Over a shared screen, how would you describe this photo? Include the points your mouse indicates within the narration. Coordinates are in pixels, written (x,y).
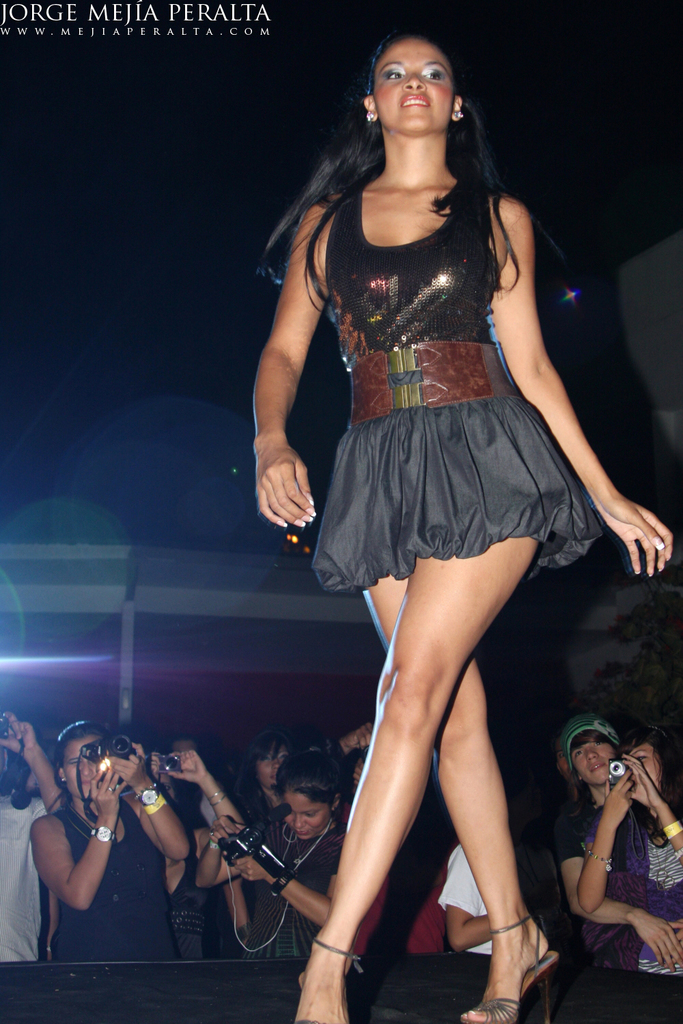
In this picture there is a woman (461,233) who is wearing black dress (350,357). She is standing on the stage (193,997). At the bottom (670,855) I can see many peoples (641,869) were holding a camera (617,770). In the top left corner (176,13) there is a watermark (176,13).
